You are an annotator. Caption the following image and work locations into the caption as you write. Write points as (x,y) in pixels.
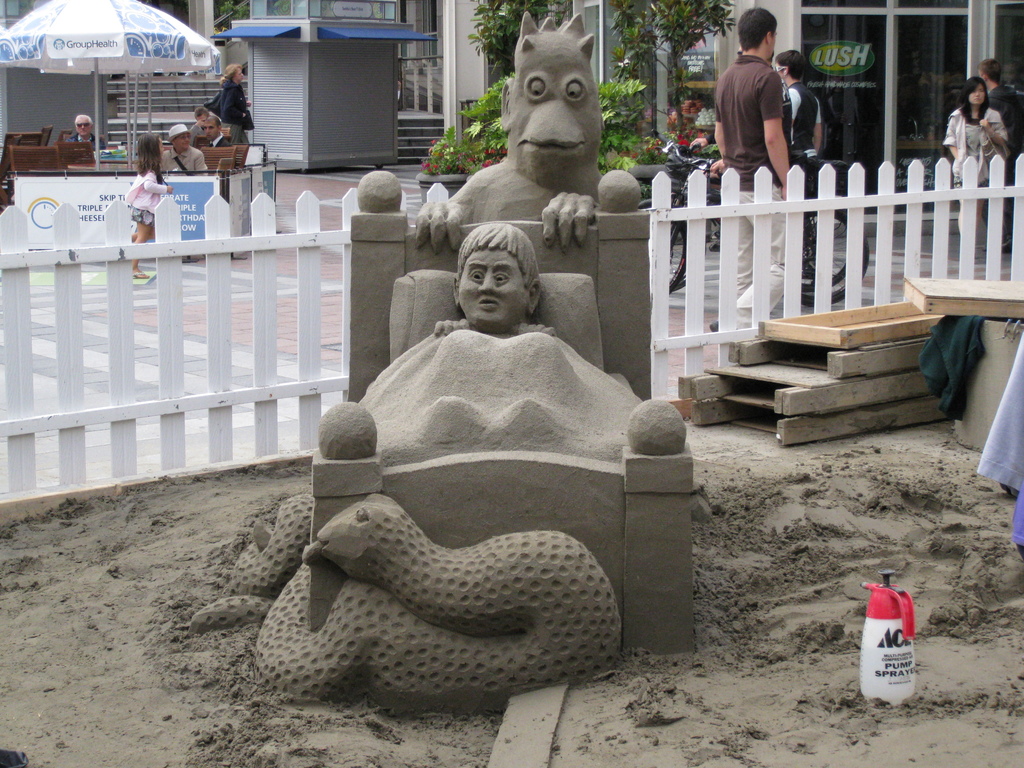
In this image we can see there are persons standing on the ground (802,526). And there is a statue (625,372), bottle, doors (913,108), cloth (954,323), and a fence (919,184). There are persons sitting on the chair (235,149) and there is an umbrella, board (133,228), room (100,112), trees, vehicle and a building (912,121).
